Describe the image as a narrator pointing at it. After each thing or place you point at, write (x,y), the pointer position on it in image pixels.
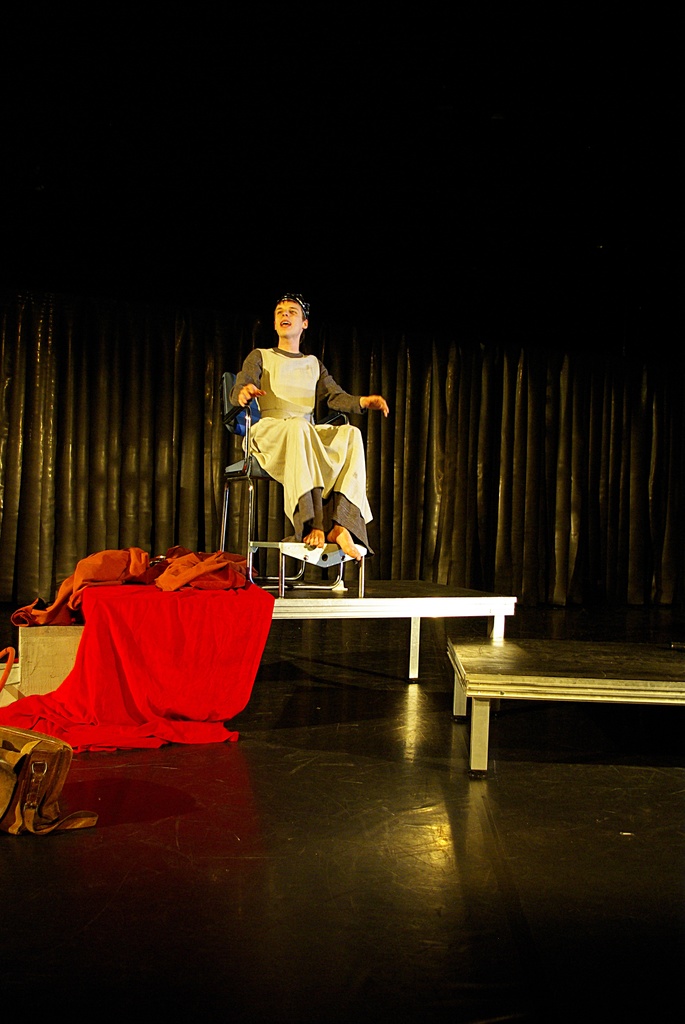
In this picture, we see a man (306,369) in the white and the black dress (271,403) is sitting on the chair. We see a chair (363,581) is on the table (335,608). Beside that, we see a red color carpet (149,682) and the wooden stairs (24,631). On the left side (35,753), we see a brown bag (34,791). On the right side (462,696), we see a table (493,696). In the background (537,354), we see a sheet (463,344) in black color. At the top (250,113), it is black in color.
